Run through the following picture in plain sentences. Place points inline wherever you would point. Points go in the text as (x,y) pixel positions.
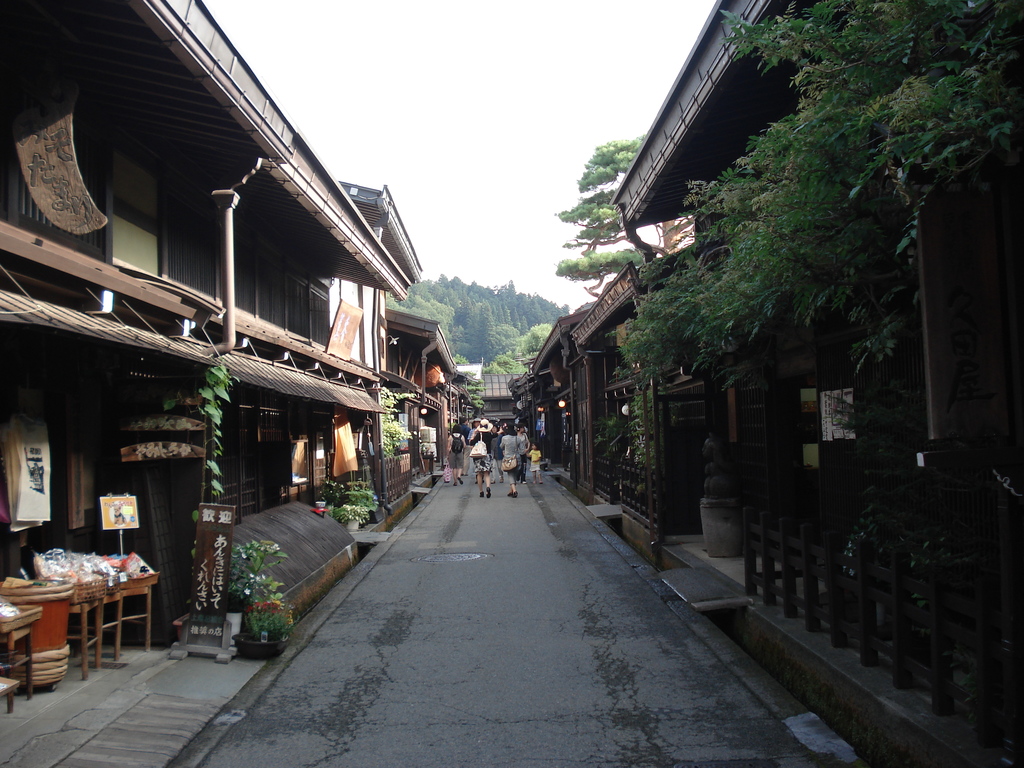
In this image I can see the road (481,647), few trees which are green in color, few tables (118,592) with few objects (88,592) on them, few persons (454,477) standing on the road (473,479) and few buildings (433,422) on both sides of the road (520,629). In the background (504,341) I can see a mountain (494,356), few trees (488,311) on the mountain (494,303) and the sky (460,155).
